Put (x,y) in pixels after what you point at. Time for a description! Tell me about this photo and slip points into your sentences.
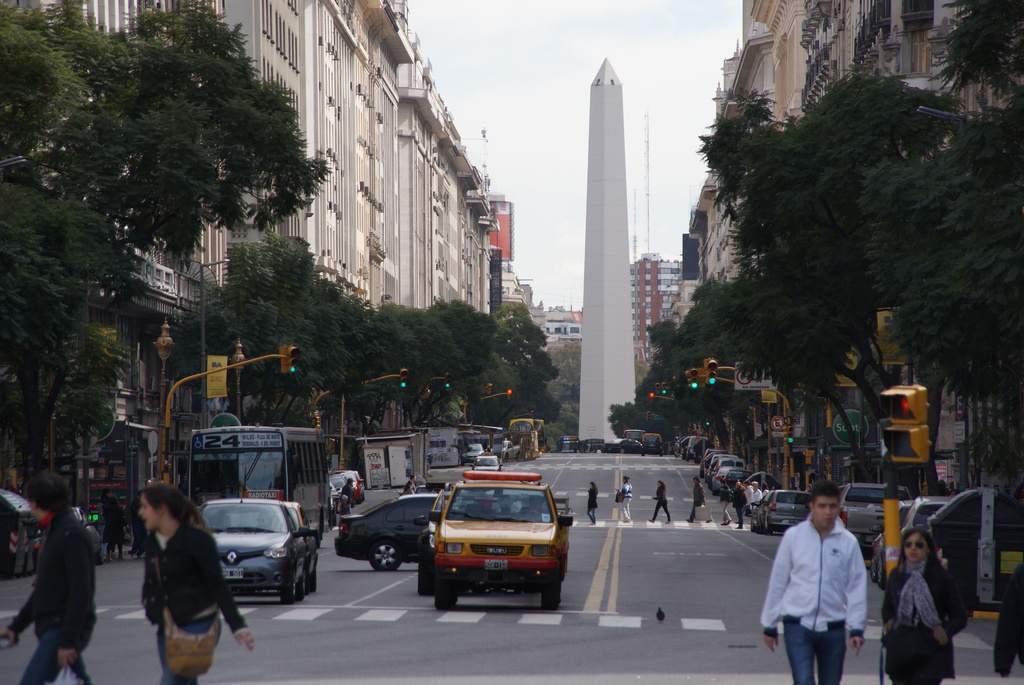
Vehicles (300,468) and people (890,642) are on the road (616,551). Far these people (704,503) are walking on the road (585,515). Beside this road (600,592) there are buildings (942,47) and trees (65,314). These are signal lights (903,443).
